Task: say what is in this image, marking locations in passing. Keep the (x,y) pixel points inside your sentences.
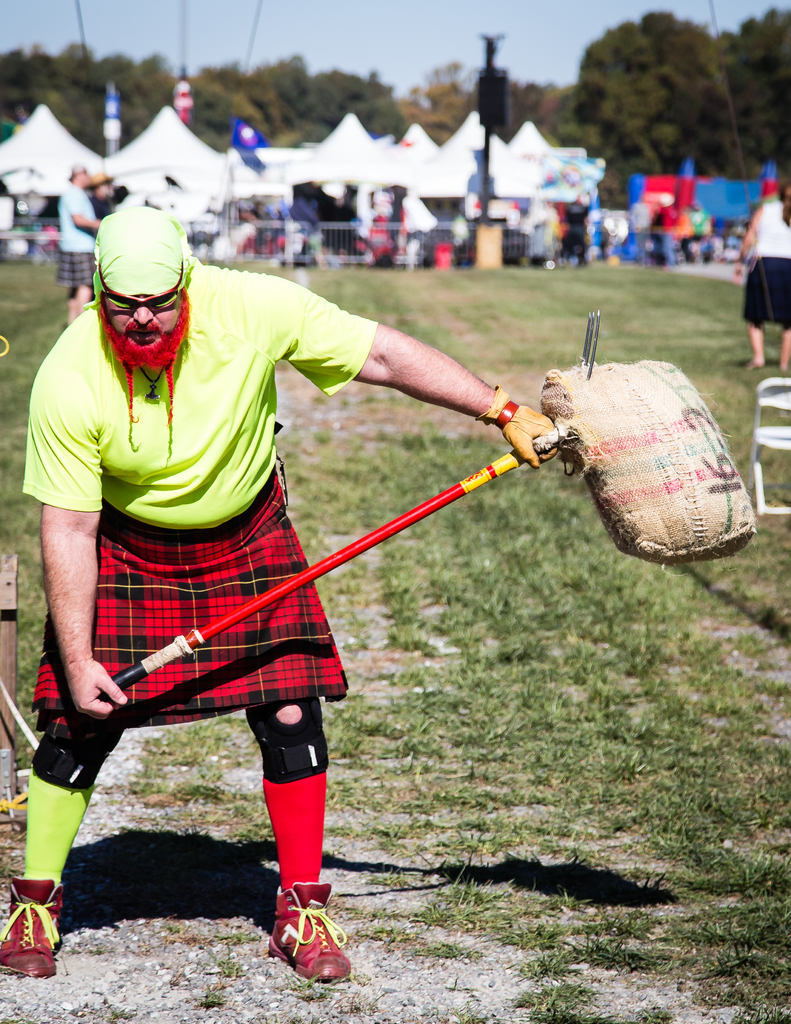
In the middle (302,355) a man (215,507) is there, this person (235,462) wore green color t-shirt (198,465), red color kilt (219,679). Behind him there are tents (320,158) and trees (615,30). At the top (330,69) it is the sky (358,65).
